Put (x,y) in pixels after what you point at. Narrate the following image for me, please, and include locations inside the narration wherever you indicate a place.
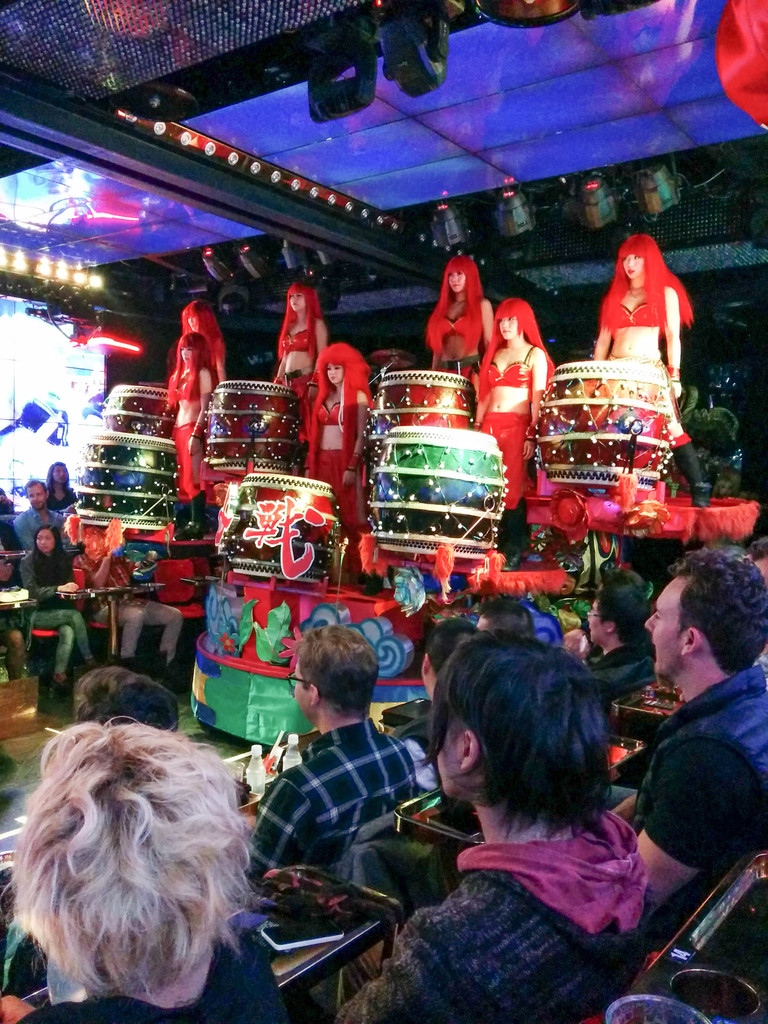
In this image I see number of people (359,515) and I see few women (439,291) over here who are wearing same dress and I see the drums (298,420) in front of them and I see most of the people (691,878) are sitting and in the background (133,310) I see the lights (103,342) over here and it is a bit dark over here.
